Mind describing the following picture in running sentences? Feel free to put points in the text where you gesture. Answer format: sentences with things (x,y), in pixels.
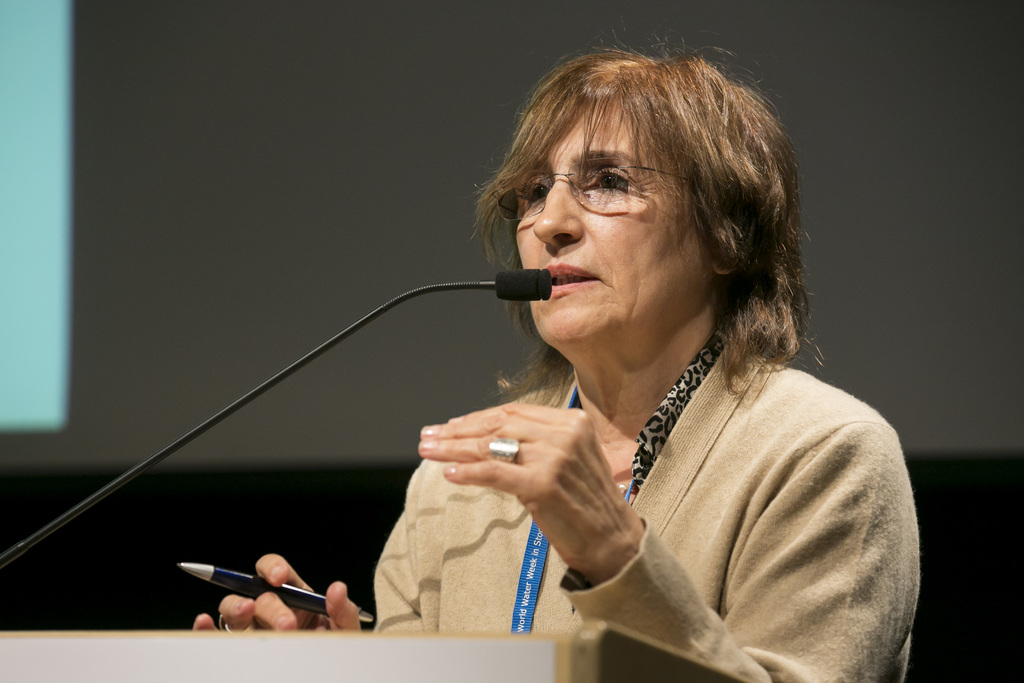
In this image there is a woman (592,461) holding a pen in her hand (272,581) and standing in front of the podium (9,669), on that podium (3,643) there is mic (17,551), in the background (431,213) it is dark.
